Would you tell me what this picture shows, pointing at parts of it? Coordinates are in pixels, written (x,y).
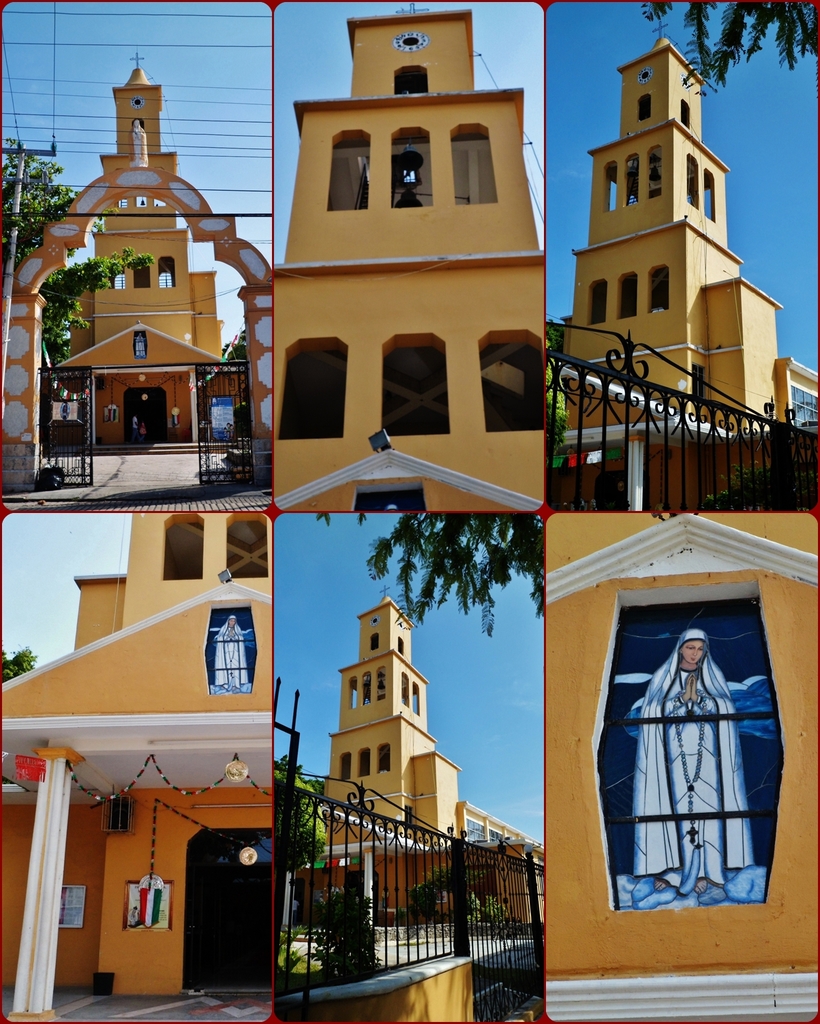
It is a collage image, there are different parts of a church (178,648) in each image.
